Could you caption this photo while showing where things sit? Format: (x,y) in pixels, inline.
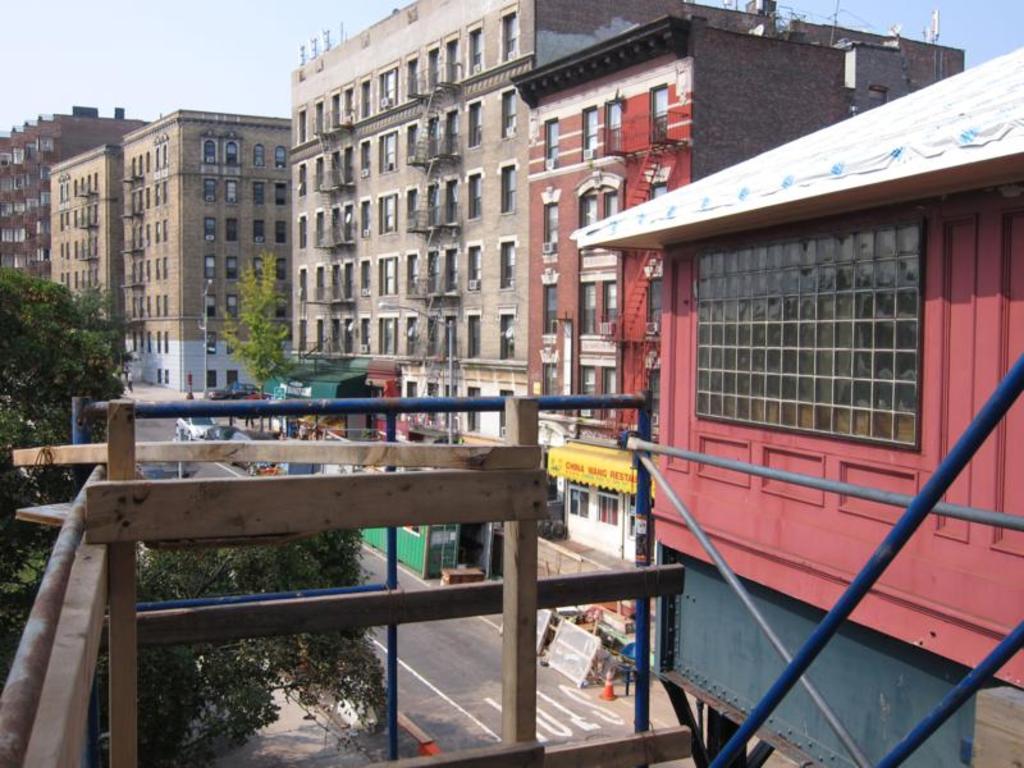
At the bottom of the image (112,515) we can see fencing (664,734) and poles (626,398). Behind the fencing (622,399) we can see some trees (19,290), buildings (1022,569), poles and vehicles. At the top of the image (982,16) we can see the sky (978,57).
